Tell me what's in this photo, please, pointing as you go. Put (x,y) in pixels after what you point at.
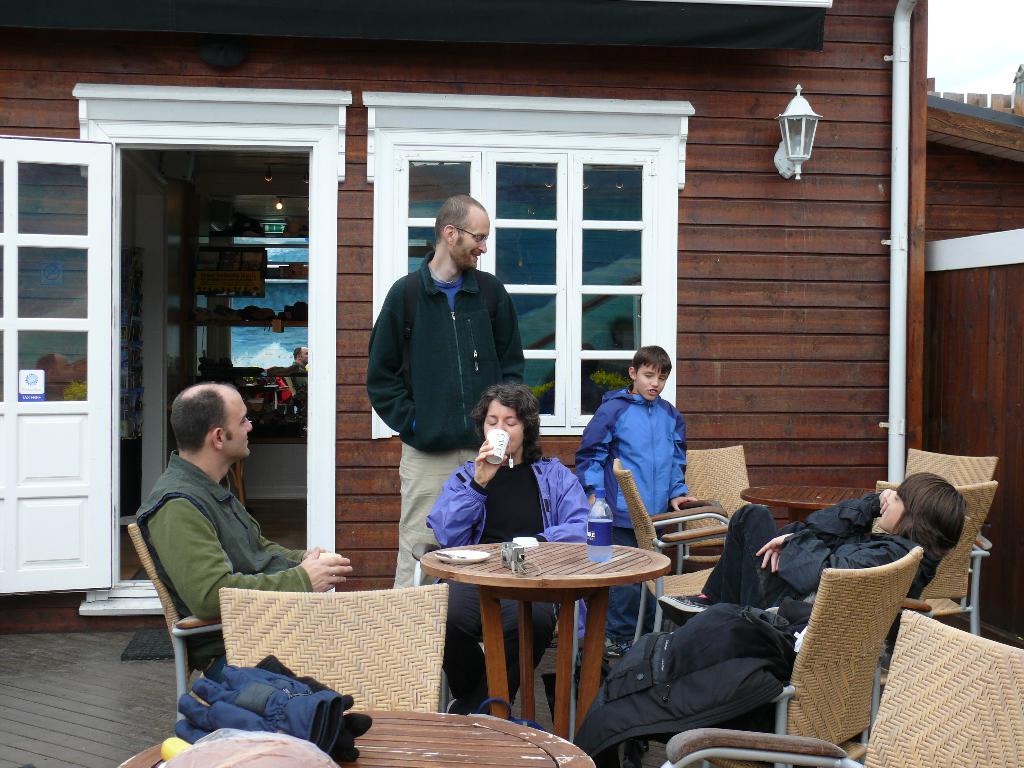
In this image few people (452,604) are sitting on the chair (845,696). The man (399,377) is standing. On the table (512,601) there are gloves (297,723). At the back side (356,215) we can see a building (572,215).
